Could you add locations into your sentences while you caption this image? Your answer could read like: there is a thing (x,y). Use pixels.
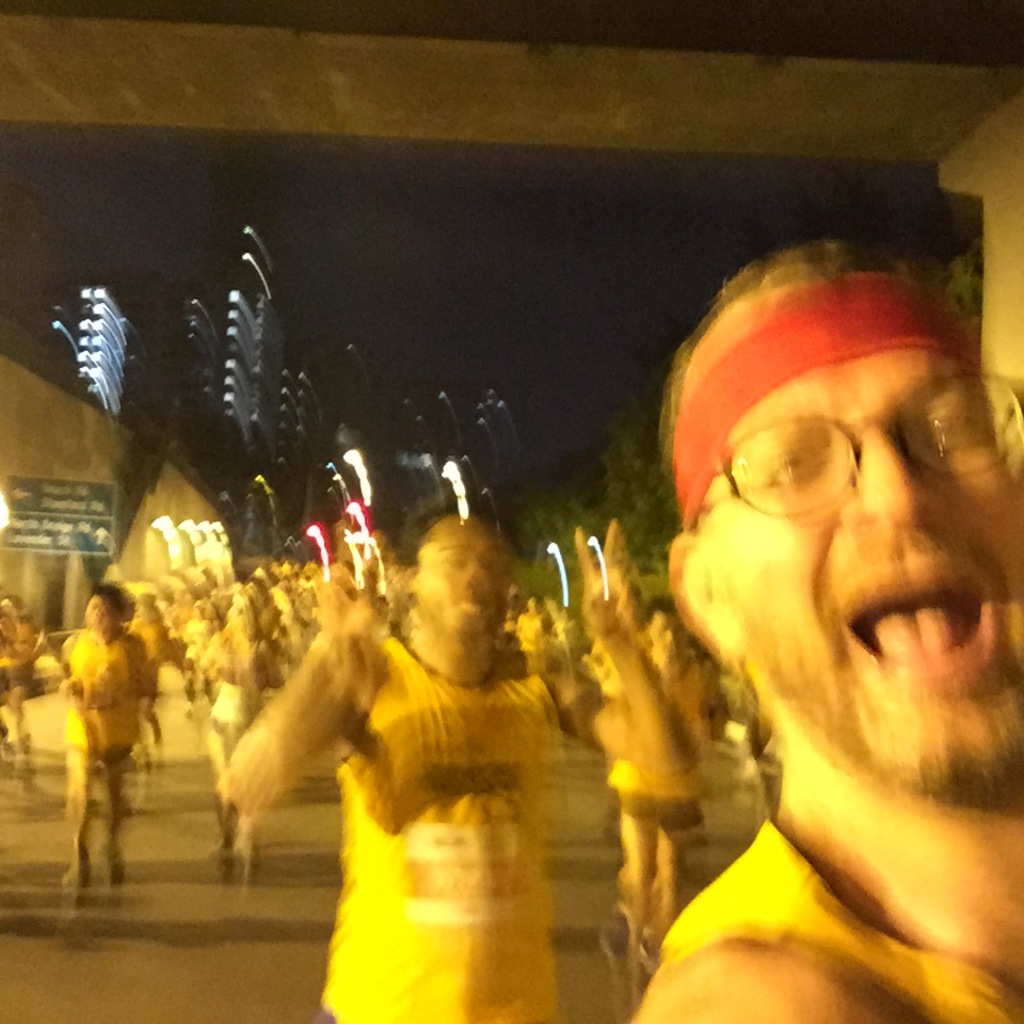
In this image we can see people (977,935) running and we can also see lights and trees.
